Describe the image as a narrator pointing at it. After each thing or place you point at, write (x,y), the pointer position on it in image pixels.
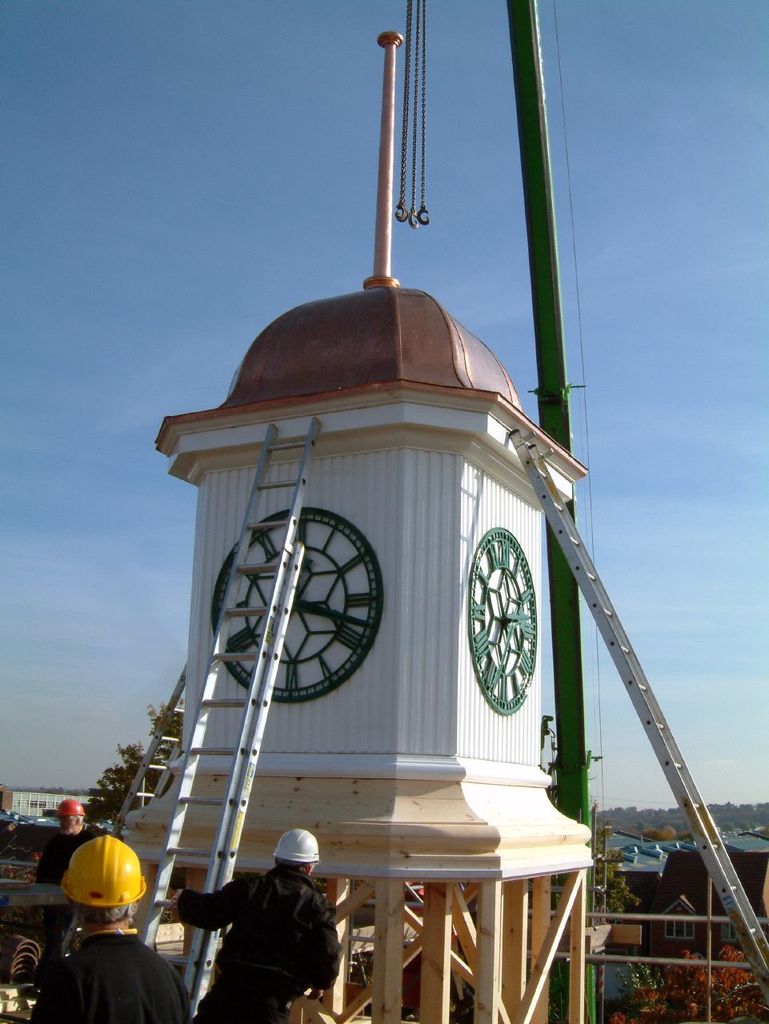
In the background (583,87) we can see the sky (615,254). In this picture we can see leaves (623,900), ladders (635,693), plants (625,1018), pole (627,959), chains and objects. We can see people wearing helmets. We can see a clock tower (224,735). On the right side of the picture (664,923) we can see a house (661,938) and windows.
